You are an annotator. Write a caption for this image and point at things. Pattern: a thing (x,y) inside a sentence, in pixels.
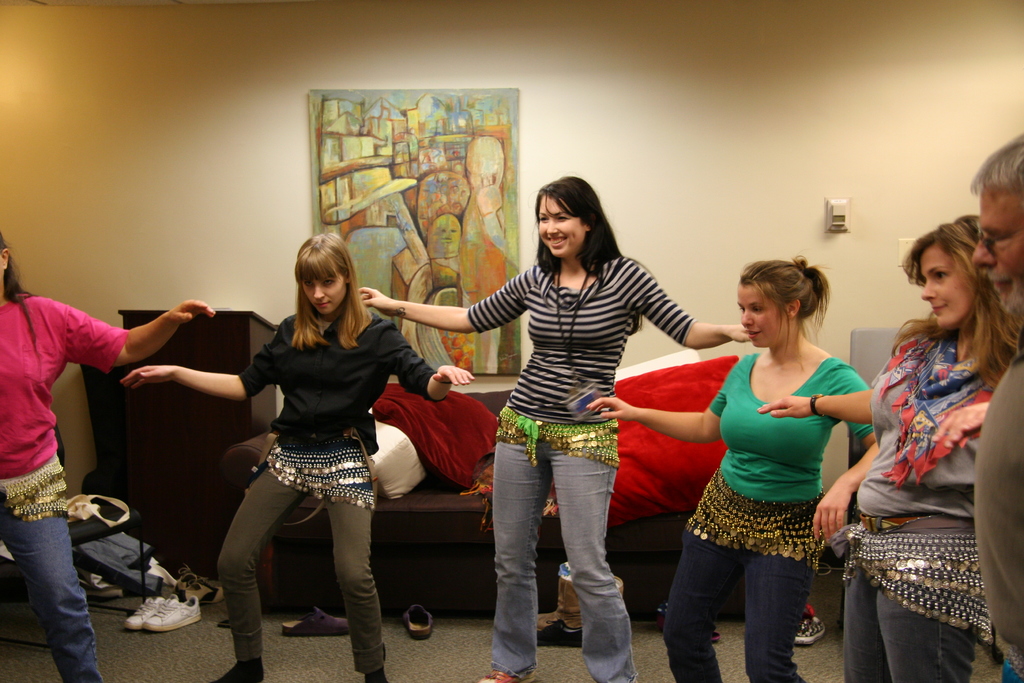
As we can see in the image there are few people (509,426) dancing, sofa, wall (603,59) and photo frame (401,173).
